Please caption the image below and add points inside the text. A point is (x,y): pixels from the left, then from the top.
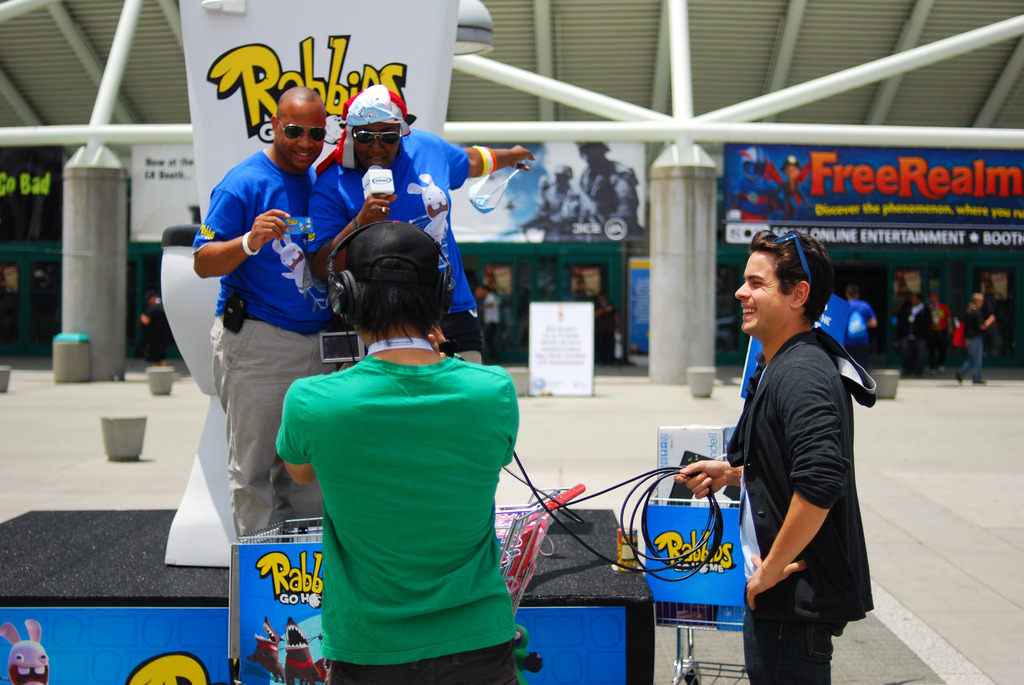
In this image we can see group of persons (438,188) are standing, there a man (401,380) is wearing headphones (412,223), beside a man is holding wires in the hand (698,477), there is a table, there is a trolley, in front (429,170) there are two persons (304,184) standing, they are wearing a blue dress (411,165), he is holding a microphone (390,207) in the hand (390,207), at the back (514,204) there is a banner (31,230), there are a group of people (494,300) standing on the ground (899,371), there are pillars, there is a whiteboard (548,329).
